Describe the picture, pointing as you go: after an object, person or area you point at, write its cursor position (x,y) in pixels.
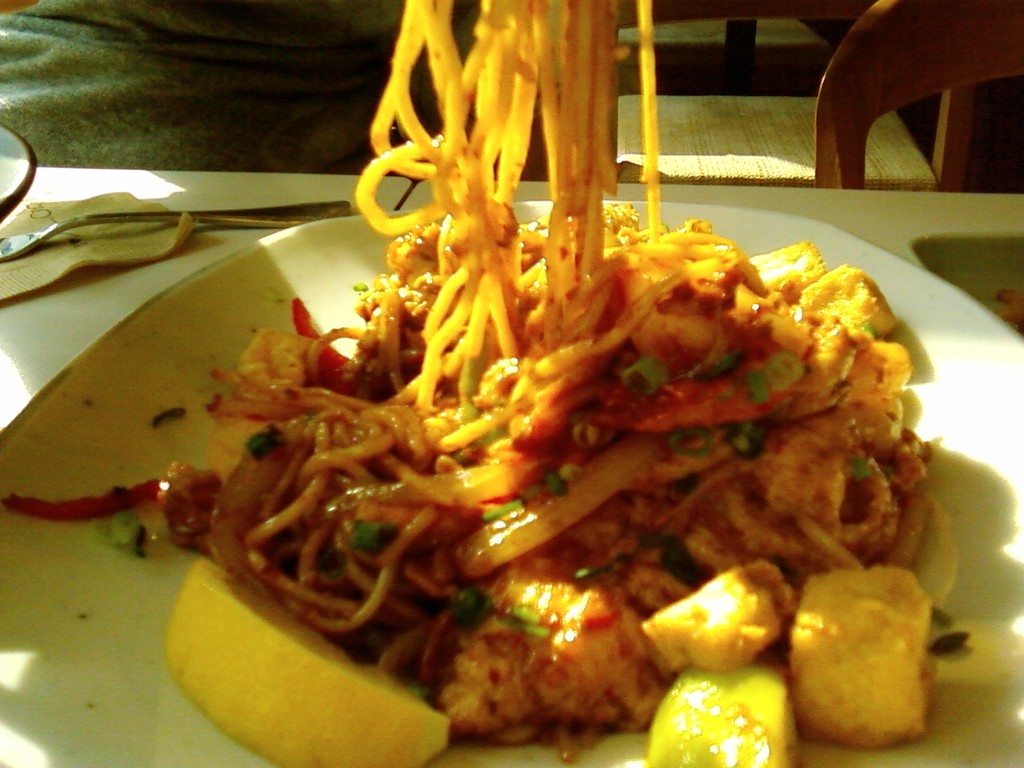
As we can see in the image there is a person (192,74), chair (935,104) and table (108,313). On table (42,303) there is a plate (102,532) and fork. In plate (117,699) there are noodles (511,266).
